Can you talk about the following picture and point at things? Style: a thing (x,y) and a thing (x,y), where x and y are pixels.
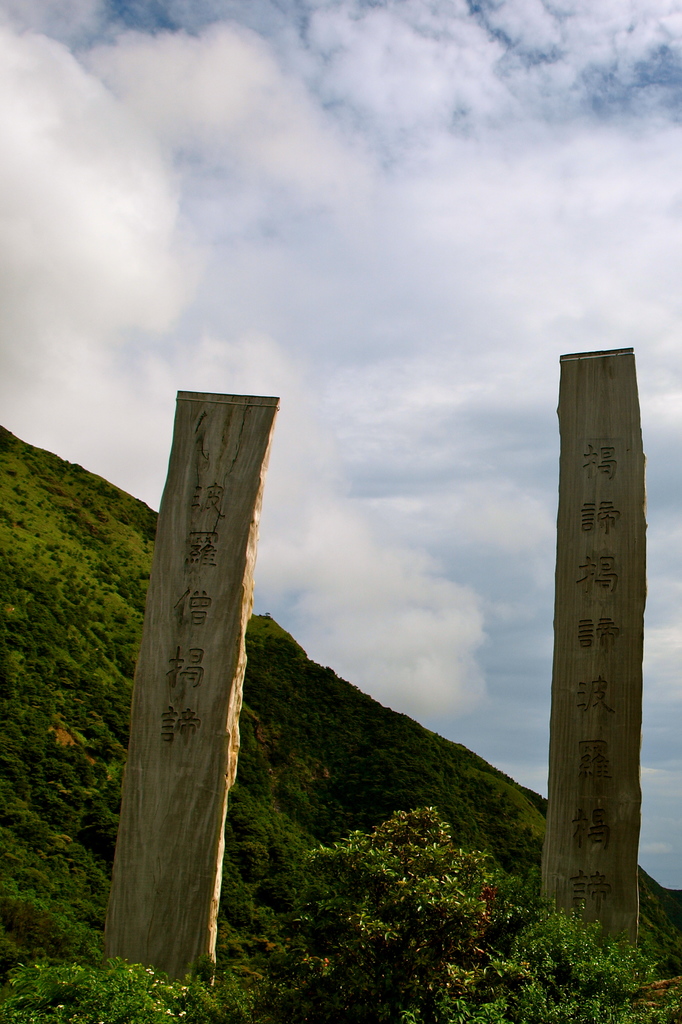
In this image, we can see memorial stones (198,574) contains some symbols (592,447). There is a tree (512,908) at the bottom of the image (514,934). There is a hill (93,726) in the bottom left of the image (79,817). There is a sky (334,339) at the top of the image (345,71).
